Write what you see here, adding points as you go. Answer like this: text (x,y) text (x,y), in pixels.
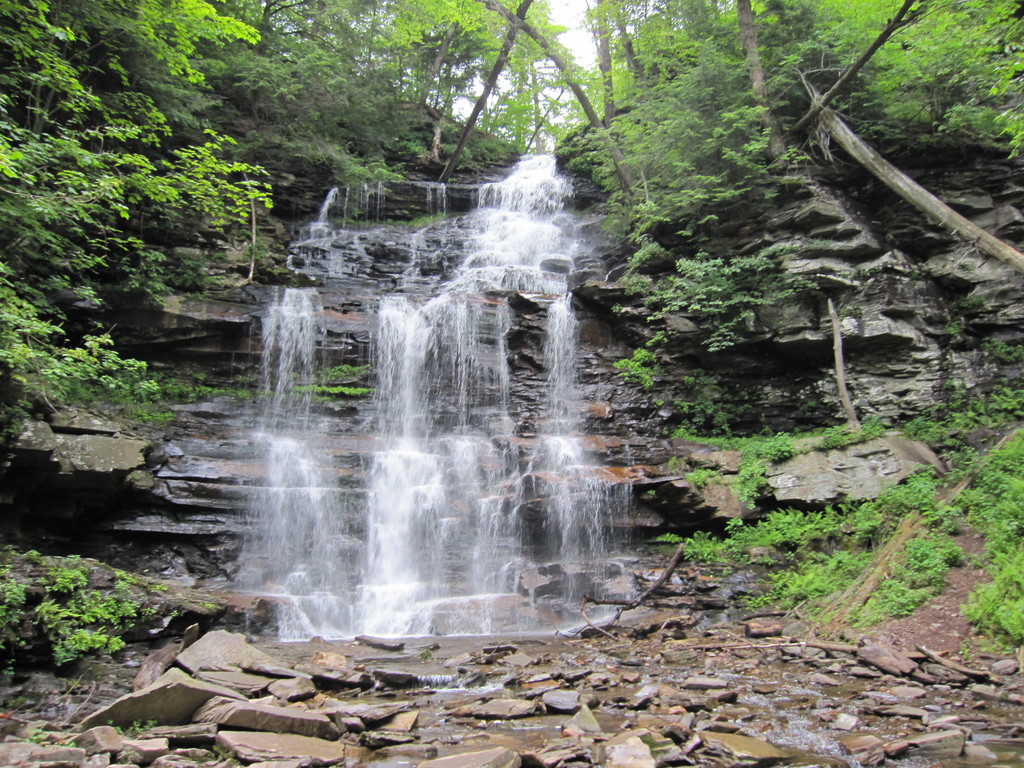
In the image there is a beautiful waterfall (447,428), around the waterfall (427,454) there are many plants (643,156) and trees (241,108). Under the waterfall (454,540) there are broken stones (581,706).
